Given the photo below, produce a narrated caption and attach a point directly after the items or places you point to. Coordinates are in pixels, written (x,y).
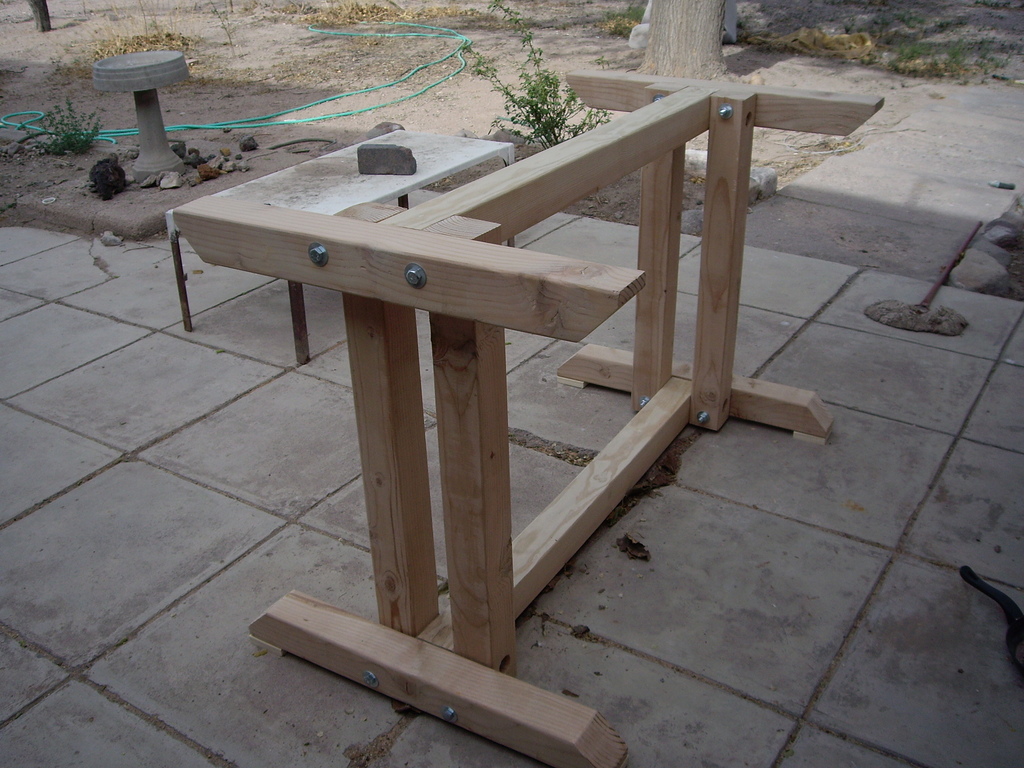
In this image there is a wooden stand (464,249) and we can see a pipe (297,109). There are plants (69,118) and we can see a stone (382,156) placed on the table (326,194). In the background (687,42) there is a tree (696,20).
